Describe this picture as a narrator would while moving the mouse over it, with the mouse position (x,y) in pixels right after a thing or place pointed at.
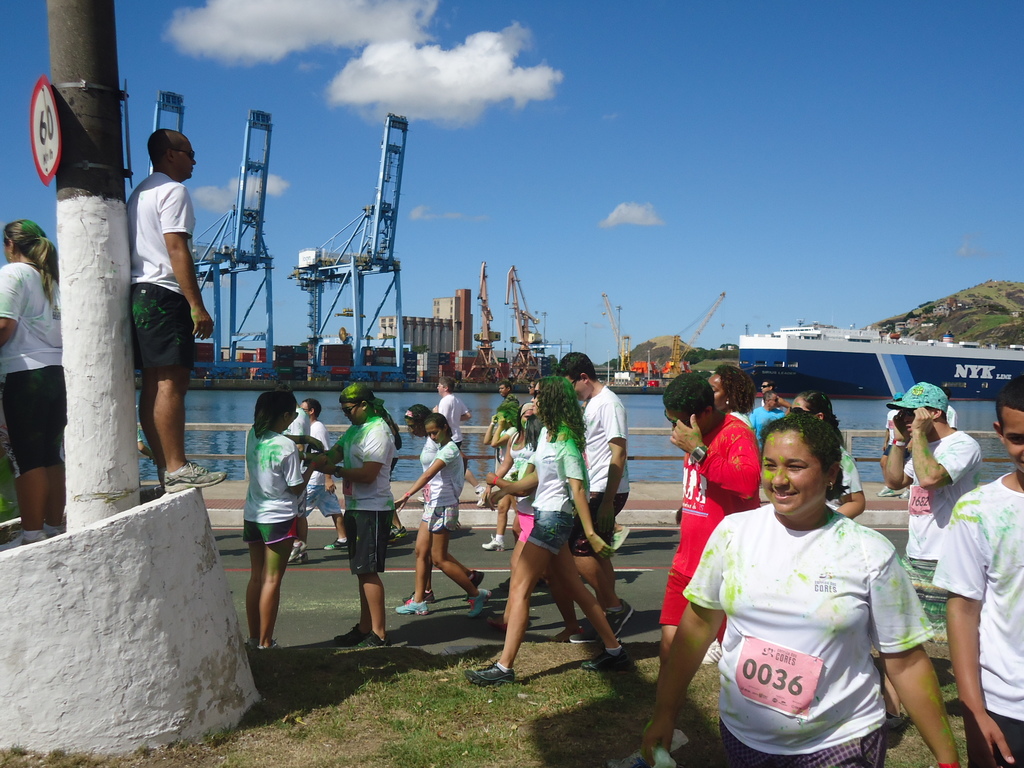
There are few people (378,467) walking and few people (271,452) standing. This looks like a tree trunk (108,290). I can see a signboard (50,102), which is attached to the tree trunk (96,175). I think these are the tower cranes (675,350). Here is the water (226,412). This looks like a ship (852,367). On the right side of the image (912,330), I can see a hill (982,294). These are the clouds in the sky (638,125).
